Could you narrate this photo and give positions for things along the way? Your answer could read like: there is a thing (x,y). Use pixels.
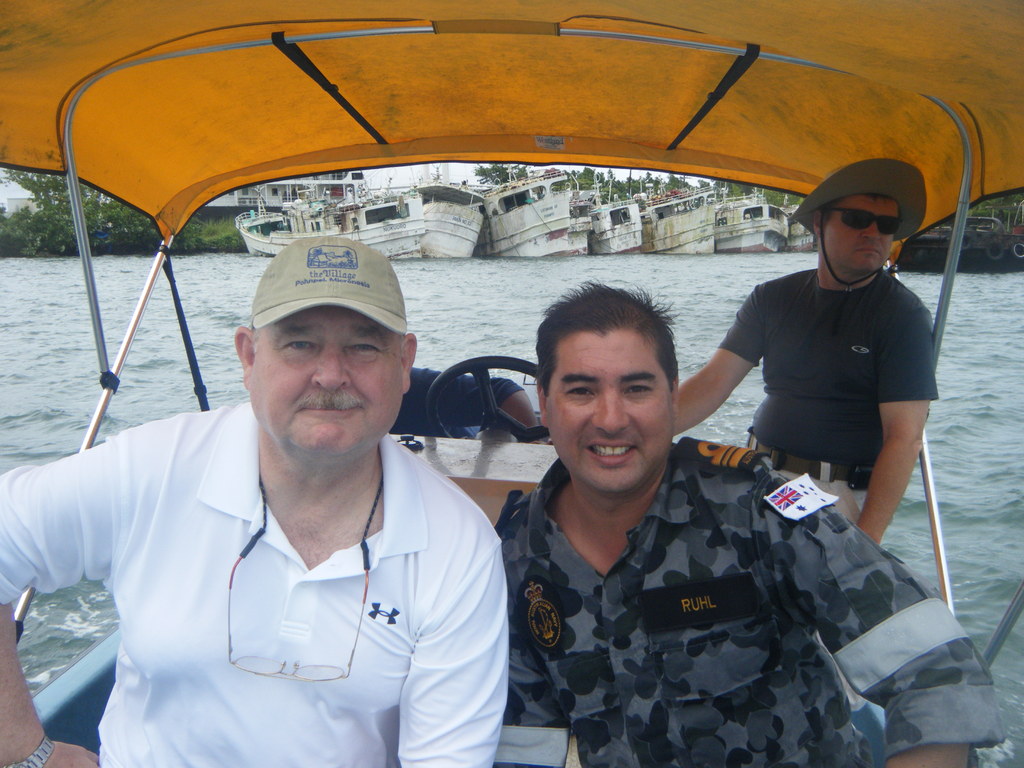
In the center of the image (504,434) some persons (530,535) are sitting on a boat (86,252). In the background of the image (417,286) water (40,266) is present. At the top of the image (96,217) plants (96,217) are there.
